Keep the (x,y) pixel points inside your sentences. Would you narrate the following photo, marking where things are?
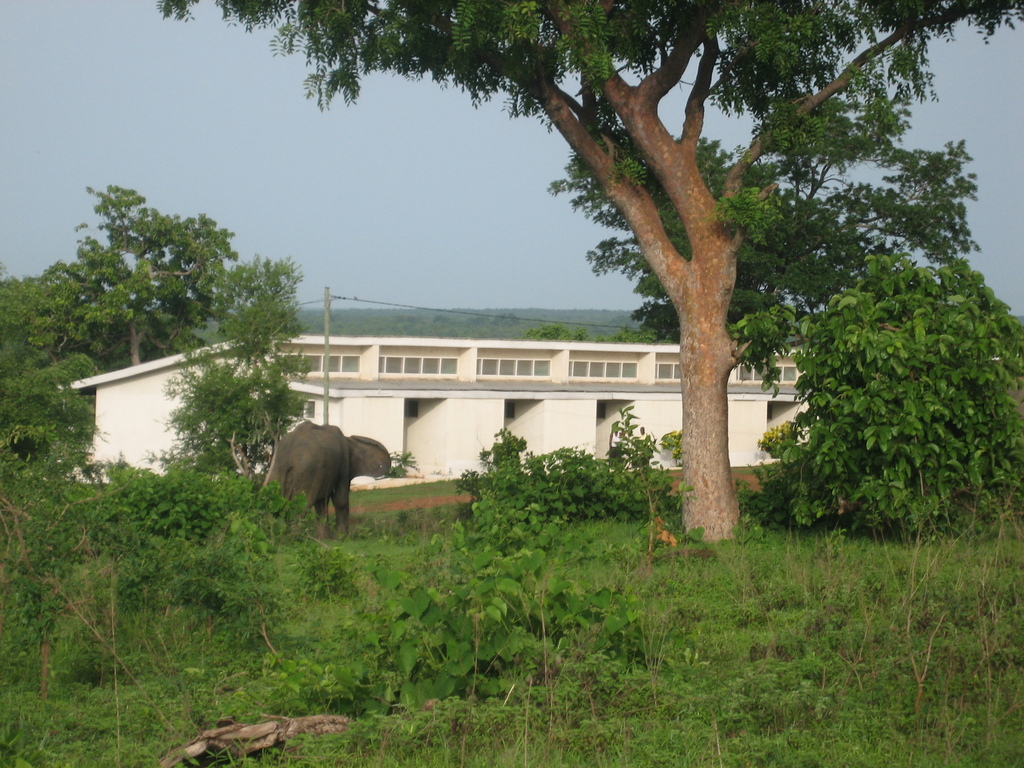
In this image we can see the building (634,405), electrical pole (330,293) with wires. We can also see the trees (625,264), plants (665,497) and also the grass (727,734). There is an elephant (333,456). In the background (282,119) we can see the sky (984,231).
